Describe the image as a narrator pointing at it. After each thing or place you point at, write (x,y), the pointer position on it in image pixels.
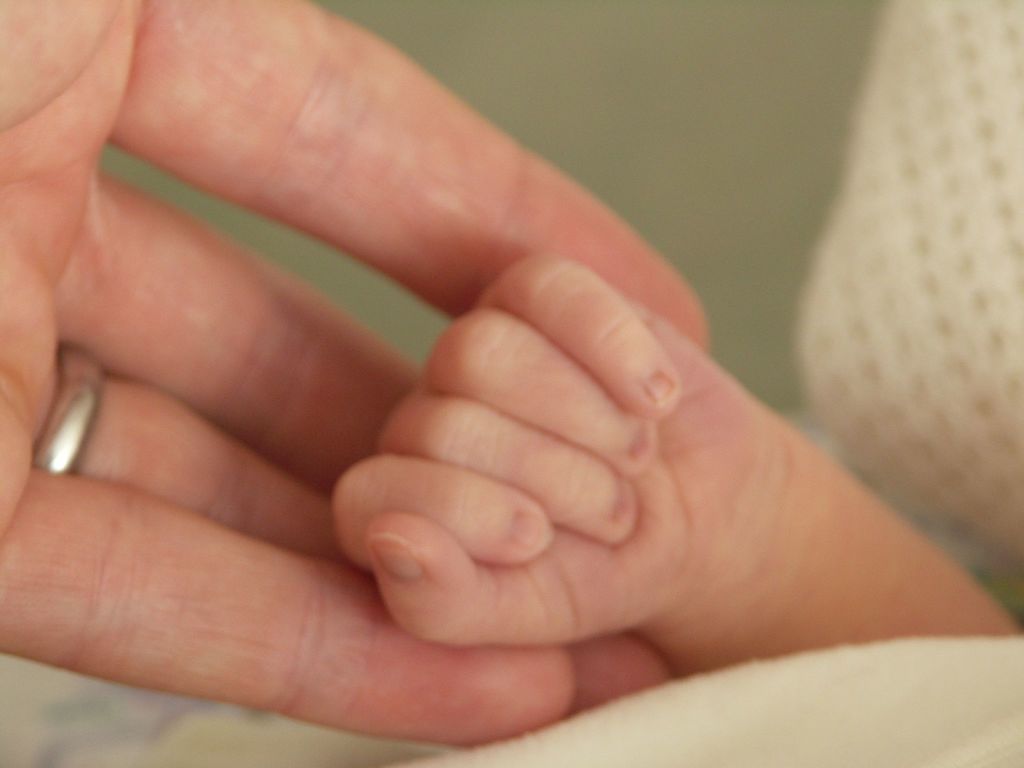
In this image I can see a hand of a baby (621,315) and in the background (374,187) I can see another hand (156,23) of a person (382,55) who is touching the hand (633,325) of a baby (763,438).
